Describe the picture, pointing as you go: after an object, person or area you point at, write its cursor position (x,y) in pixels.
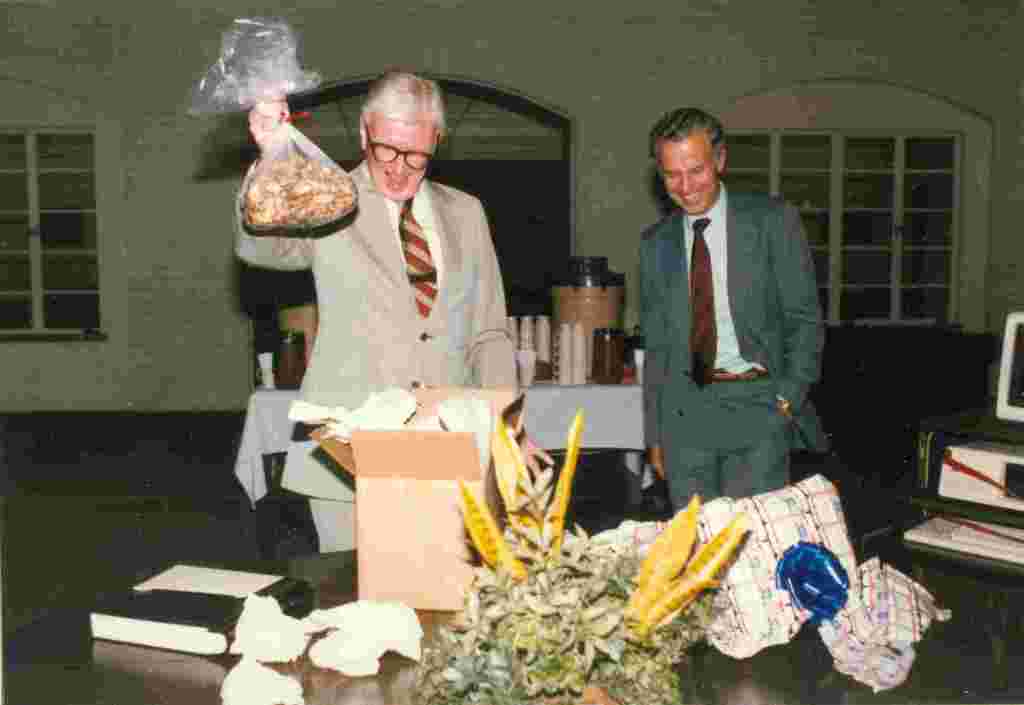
In this image we can see two people (661,319). There are Two tables (827,682) in the image. There are many objects (551,364) are placed on the table (552,404). There is an electronic devices (998,540) placed on the table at the right side of the image (1011,538). There are windows (889,185) at the either of the image. A man (352,295) is holding a plastic bag (353,209) in the image.
